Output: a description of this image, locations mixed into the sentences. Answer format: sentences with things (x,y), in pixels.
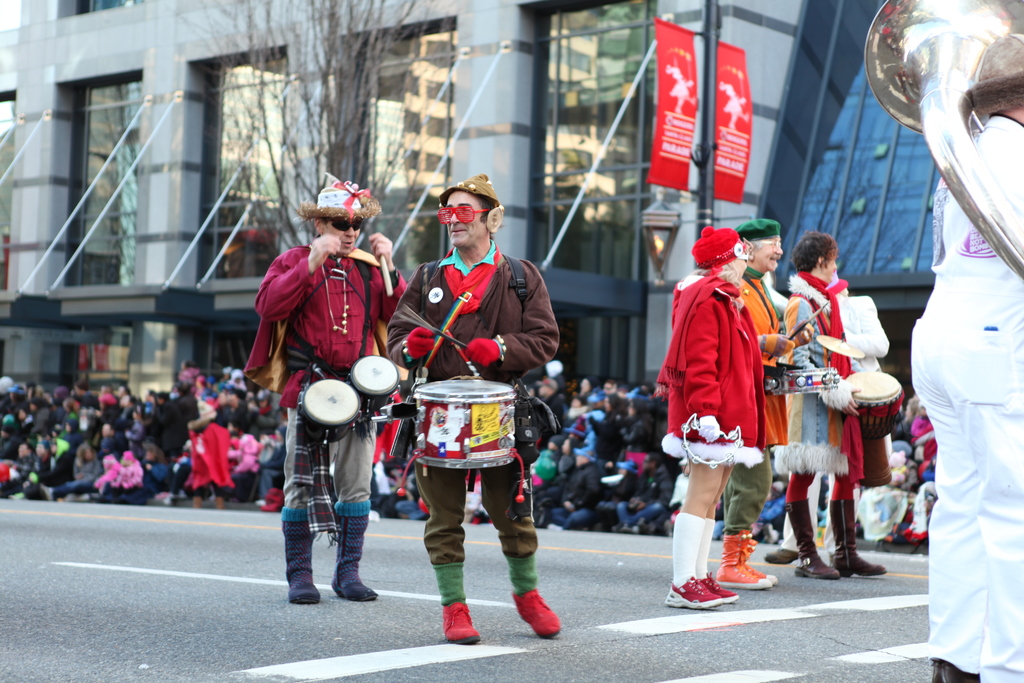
In this image there are 2 persons (443,368) standing and beating drums (458,382), another 3 persons (776,227) standing and playing instruments (873,395), another person (975,463) standing and holding the sousaphone (903,2) and in the back ground (660,339) there are group of persons (633,398), building (278,227), tree (381,176), flag (657,24) attached to pole (710,9).
